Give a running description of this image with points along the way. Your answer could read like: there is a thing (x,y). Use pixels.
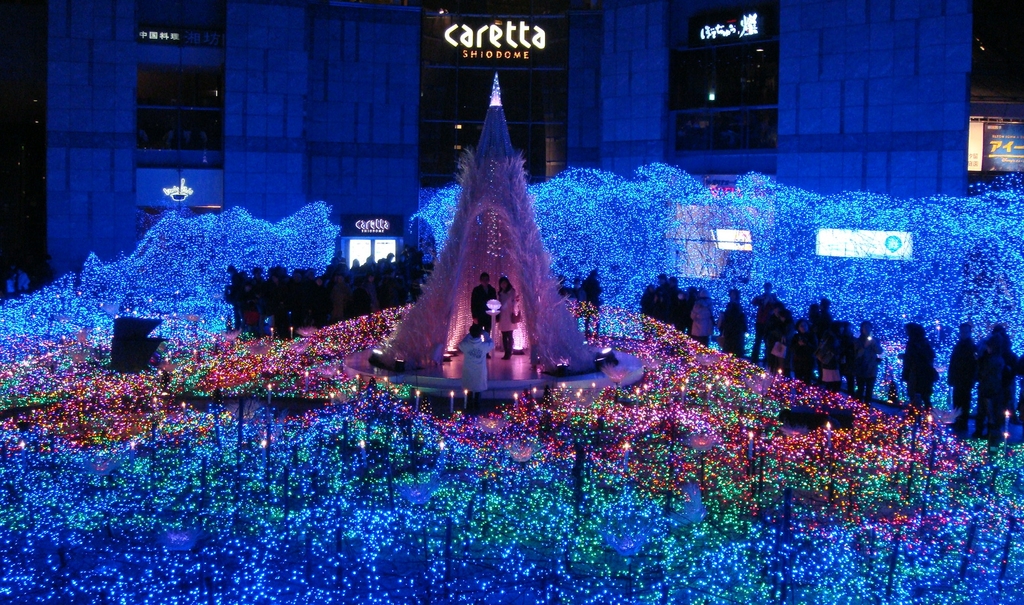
In this image, I can see groups of people (695,314) standing and two persons (480,316) standing under a decorative shelter (553,342). There are candles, lights (543,431), boards (1001,124) and focus lights (599,362). In the background (255,149), I can see a building (525,104) with name boards (217,40).
